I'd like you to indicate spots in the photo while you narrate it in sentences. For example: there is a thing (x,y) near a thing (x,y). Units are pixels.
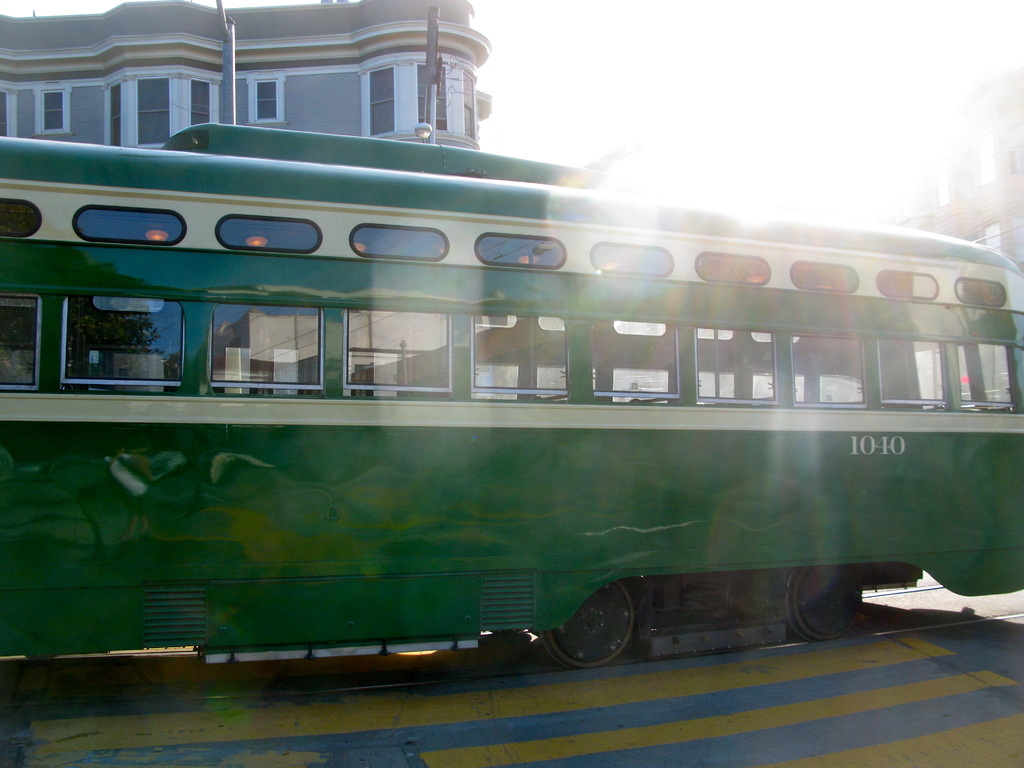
There is a tram (604,468) in the middle of this image (455,369), and there is a building (372,120) in the background (382,128). We can see a sky (653,58) at the top of this image (681,72).
